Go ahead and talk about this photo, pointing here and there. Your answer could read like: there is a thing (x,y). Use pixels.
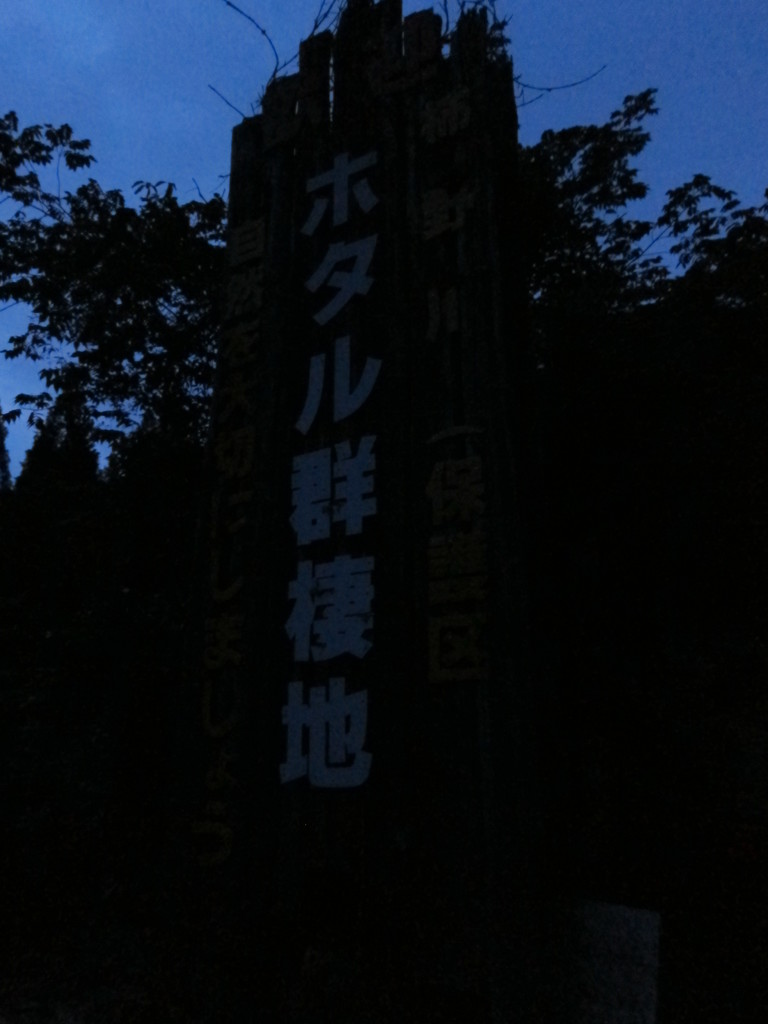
At the top portion of the picture (166,79) we can see a clear blue sky (676,122) and trees (85,239). This picture is completely dark.
